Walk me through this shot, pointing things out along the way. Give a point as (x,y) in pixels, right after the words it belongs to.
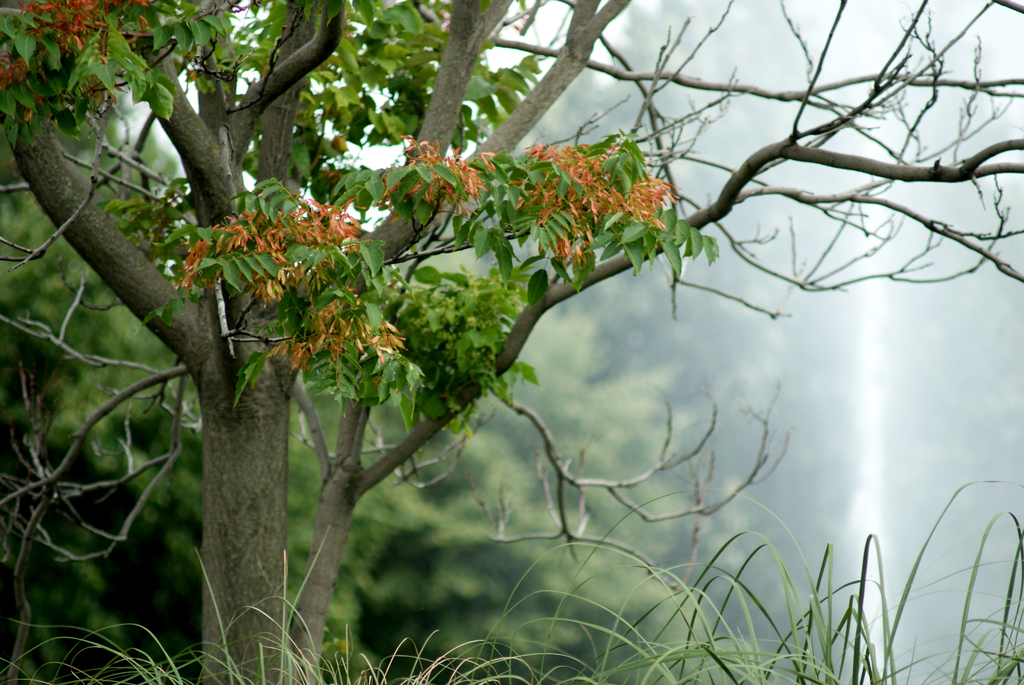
This picture shows few trees (28,51) and we see few red leaves (582,169) to a tree (65,42).
